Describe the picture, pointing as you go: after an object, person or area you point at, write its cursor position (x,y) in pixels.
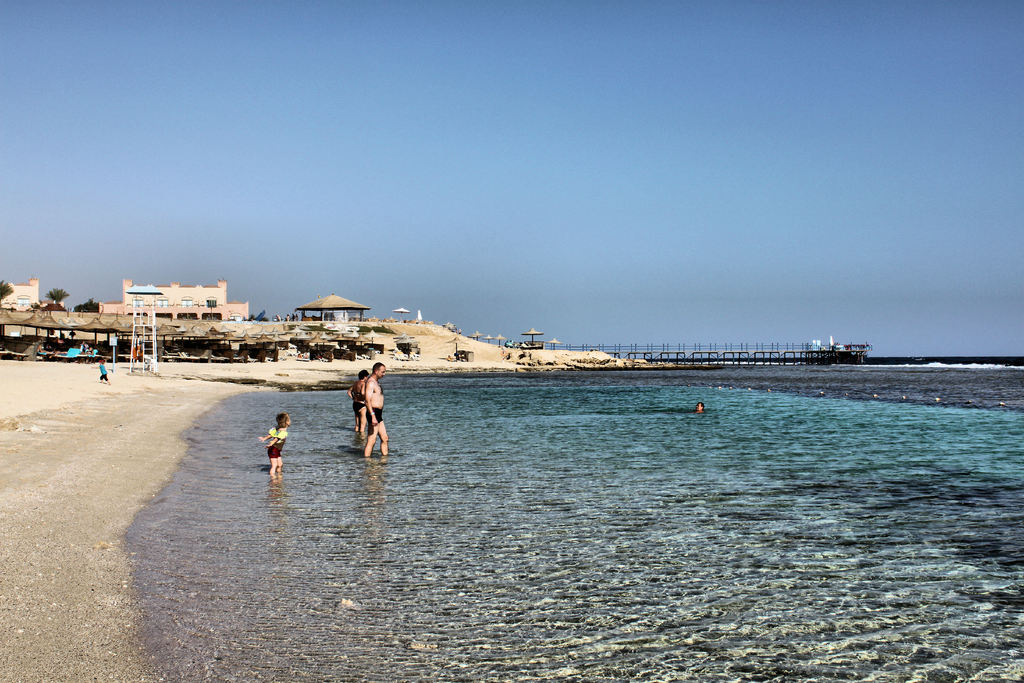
In this picture we can see three people (282,421) standing in water (715,410). There is a person (701,406) in water (729,432). We can see a child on the path (231,372). There are few buildings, umbrellas (65,317) and some fencing (668,360) in the background (843,352). Waves (1009,390) are visible in water (252,654).
